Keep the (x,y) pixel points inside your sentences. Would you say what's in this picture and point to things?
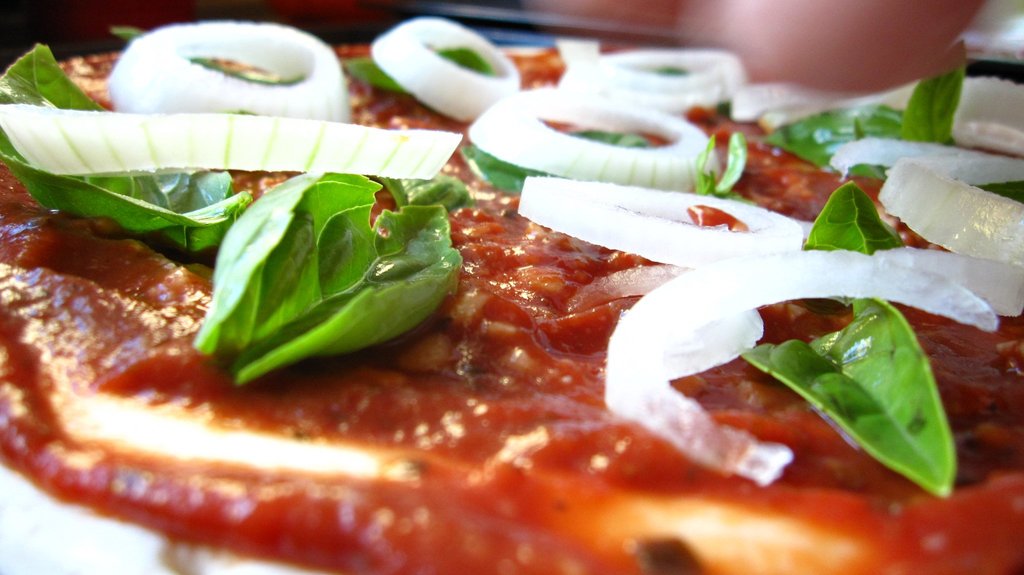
In the picture we can see some eatable item (513,556) on it, we can see a sauce (530,305) which is spread all over it on it we can see some leaves (879,310) and some onion slices (135,131).
